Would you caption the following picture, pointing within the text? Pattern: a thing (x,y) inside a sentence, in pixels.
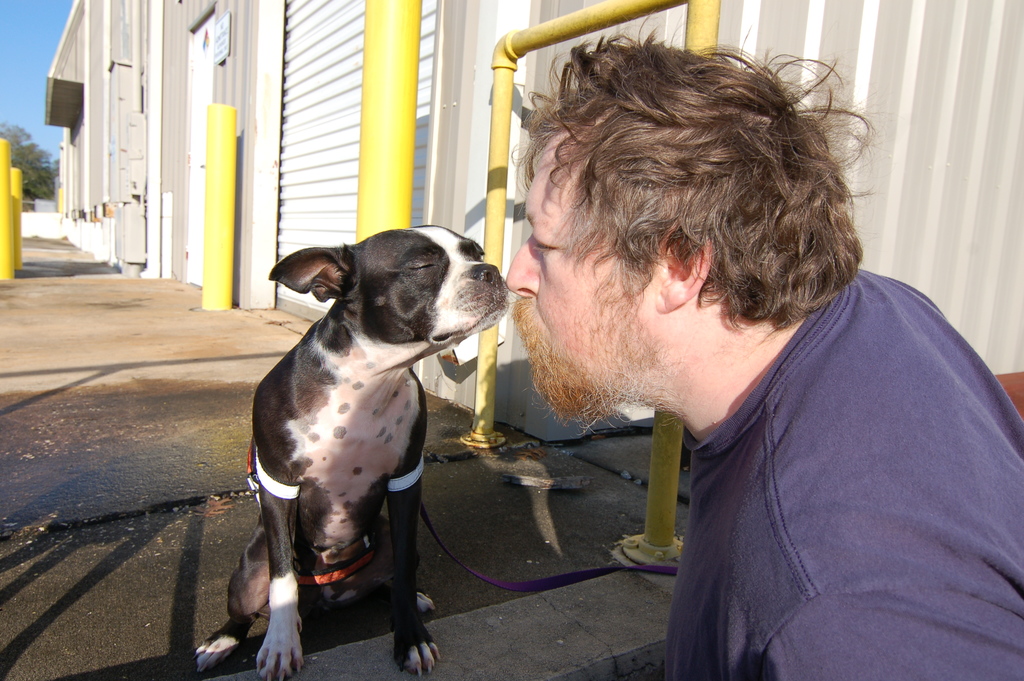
In this picture a guy (638,319) is showing his face (628,327) towards a black dog (365,441) which is on the floor (245,508). In the background (182,122) we observe few small buildings (254,112).
